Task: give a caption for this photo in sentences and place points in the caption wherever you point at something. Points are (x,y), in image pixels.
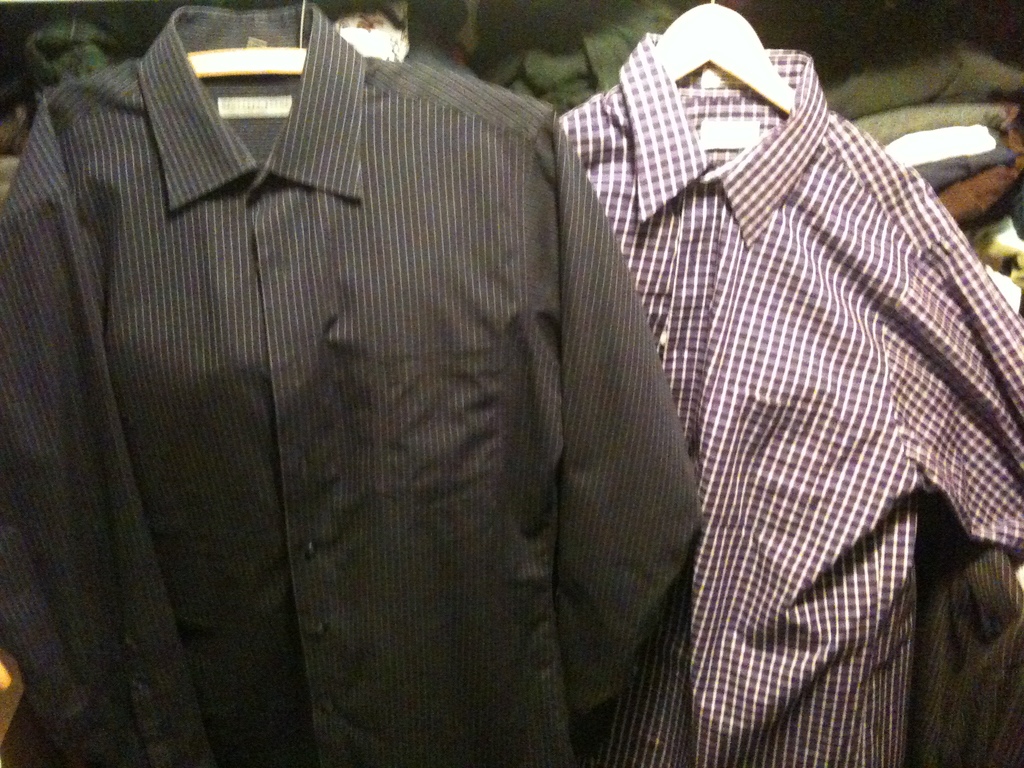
Here I can see two shirts (463,246) to the hangers (703,58). In the background (871,81), I can see some more clothes (938,127).
